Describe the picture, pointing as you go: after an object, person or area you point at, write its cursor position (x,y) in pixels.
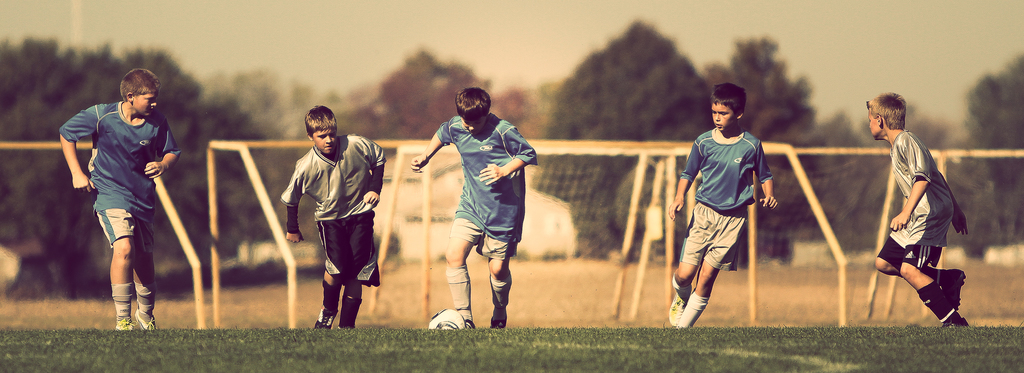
In this picture I can see group of kids (923,180) playing with a ball (442,316), there is grass (977,333), football nets (602,177), house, trees (52,159), and in the background (444,22) there is sky (731,19).
